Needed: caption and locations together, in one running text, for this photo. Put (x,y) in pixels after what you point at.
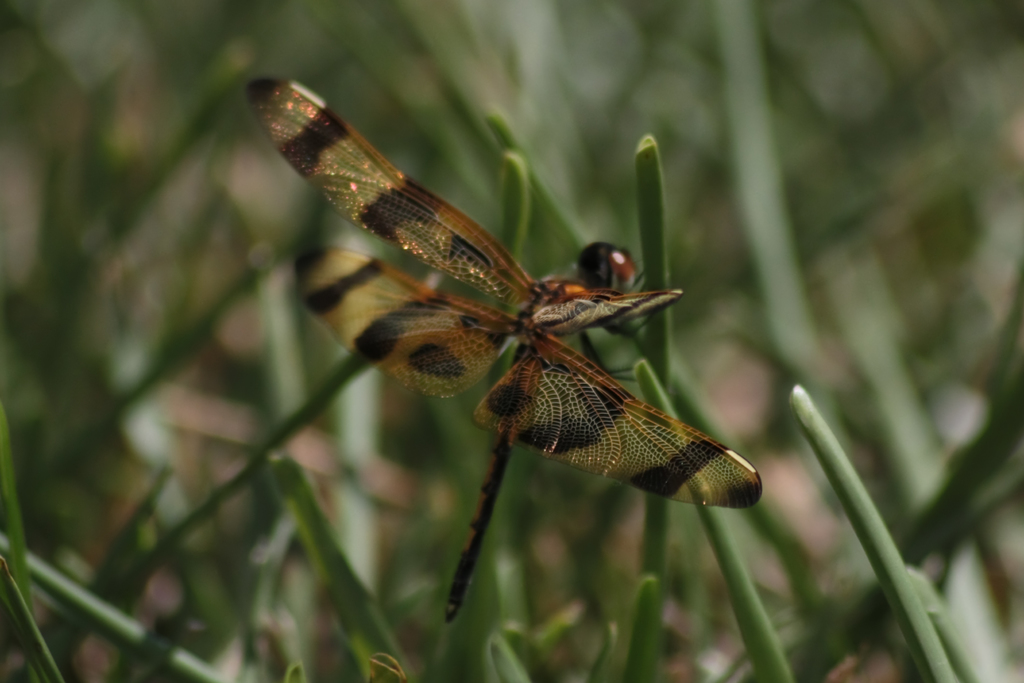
In this image, we can see a dragonfly (513,333) on the blur background.
